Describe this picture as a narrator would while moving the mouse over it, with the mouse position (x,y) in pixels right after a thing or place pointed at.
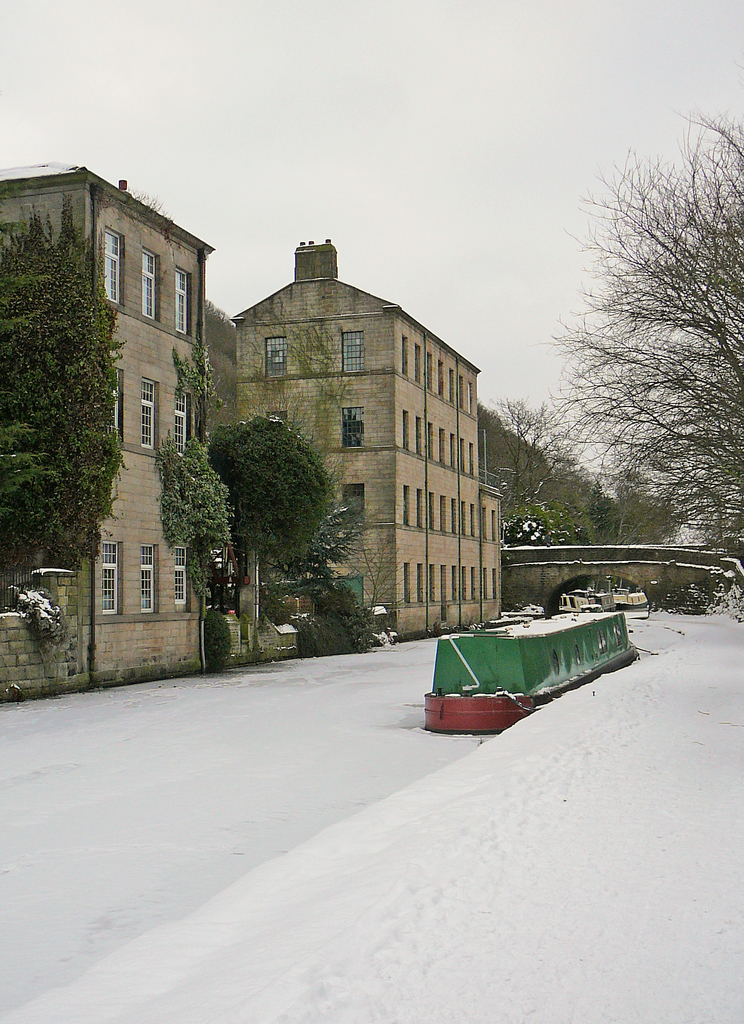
In this image there is a frozen canal (69,715), on which may be there is a boat (497,724), in the middle (334,433) there are some buildings (113,671), bridge (657,545), trees (268,523) visible, at the top (359,150) there is the sky (263,122).
